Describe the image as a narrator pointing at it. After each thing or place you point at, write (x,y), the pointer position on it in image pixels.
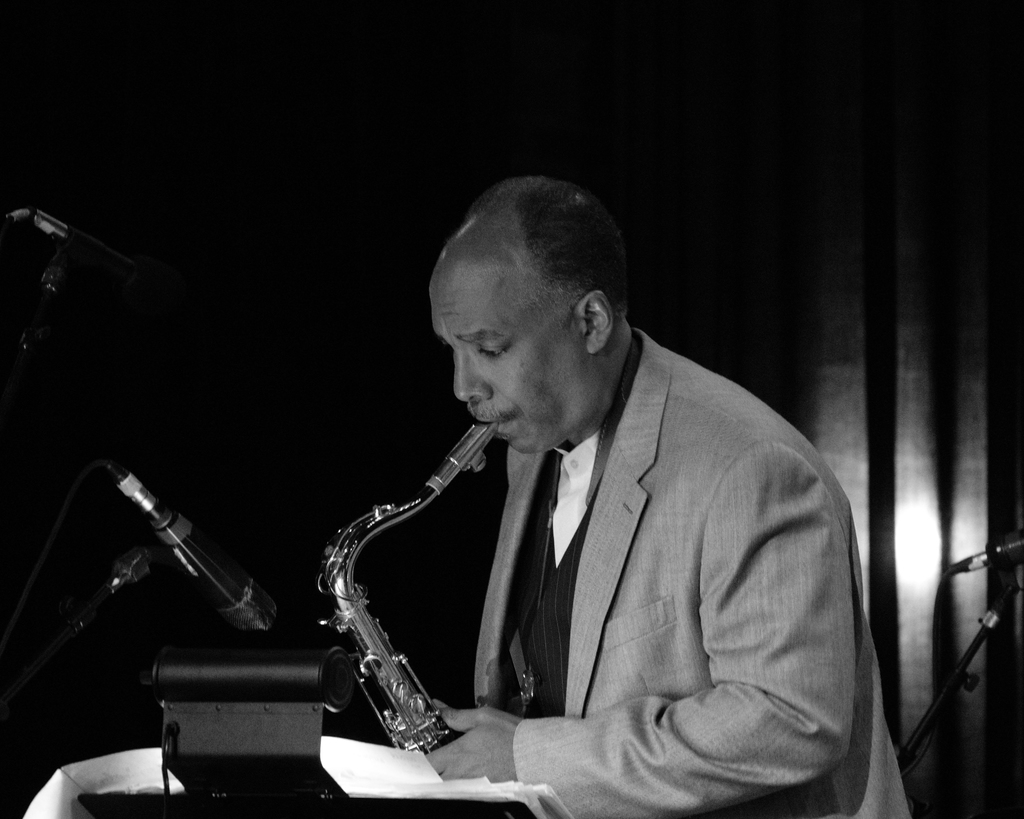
This is a black and white image. In the center of the image (477,318) we can see man (551,453) holding a saxophone (403,514). On the left side of the image (133,576) we can see mics (246,595) and stand (75,613). In the background (486,103) there is a curtain (511,107).
